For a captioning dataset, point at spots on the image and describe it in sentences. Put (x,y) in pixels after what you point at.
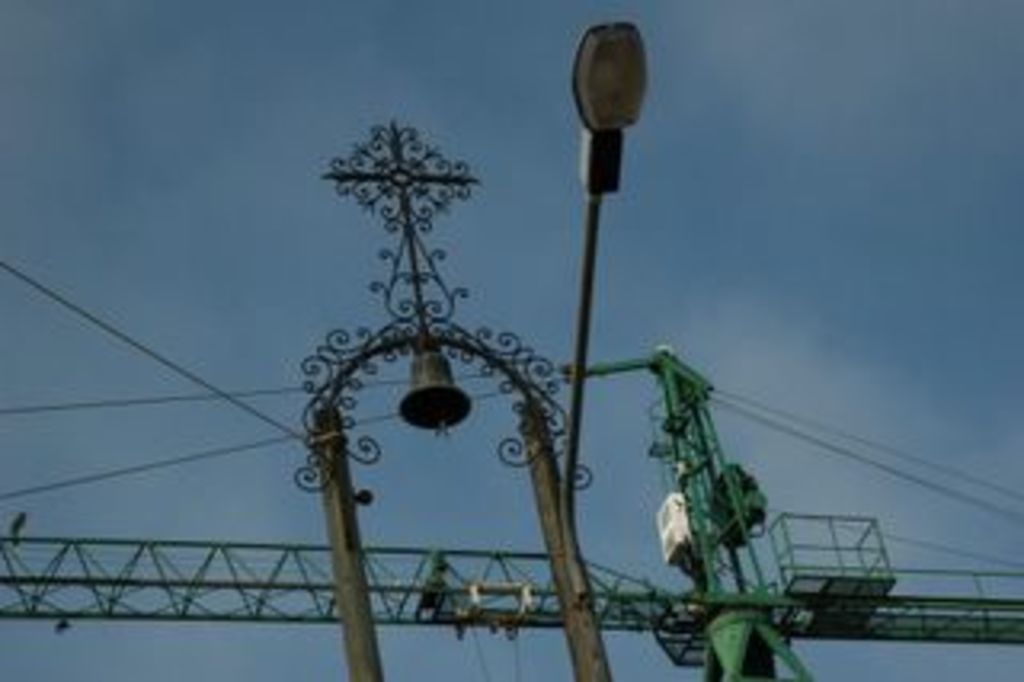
In this image there is a lamp post (605,147), bell (426,365), metal rods (530,383), cables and a crane (597,375).
